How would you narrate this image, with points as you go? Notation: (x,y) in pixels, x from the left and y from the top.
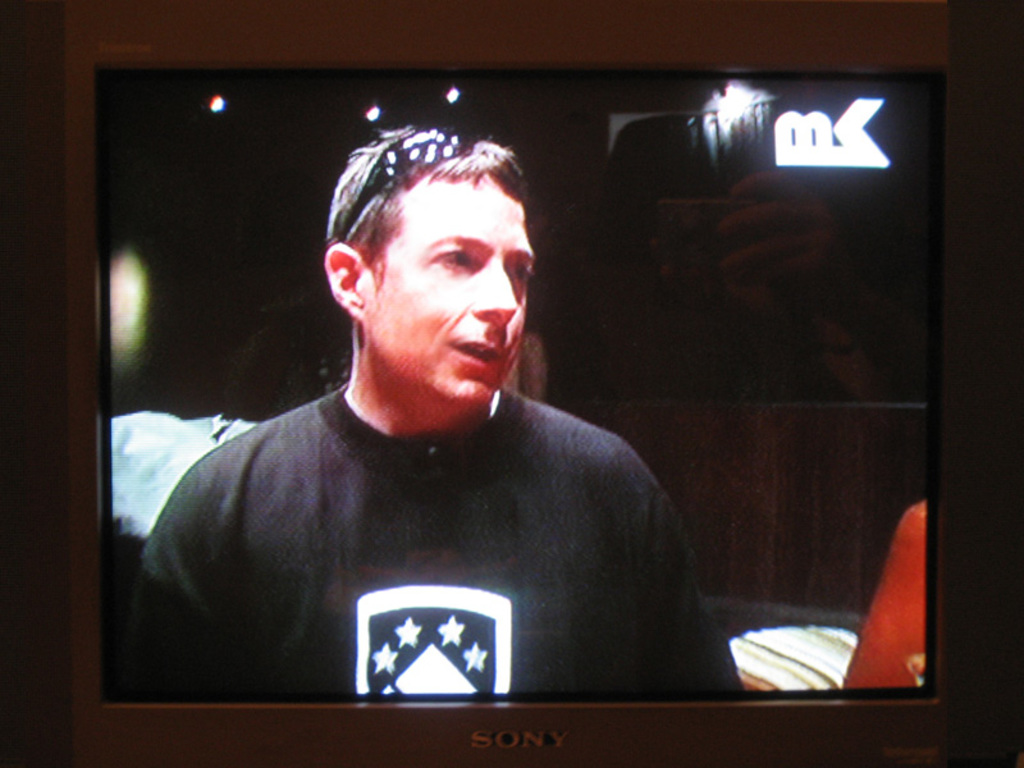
In this image we can see the television (229,63) in which we can see a person (355,553) wearing black t-shirt (232,631) is displayed.
